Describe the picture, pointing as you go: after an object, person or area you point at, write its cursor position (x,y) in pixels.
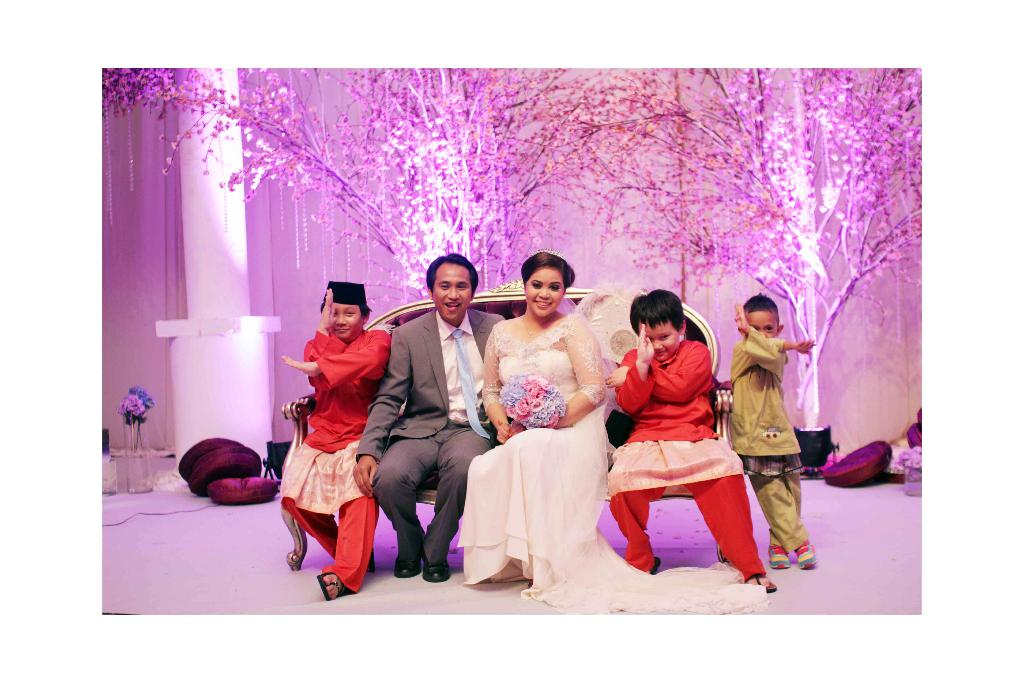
In the image there are four people (498,387) sitting on the chair (714,382) and beside them a kid (790,344) is standing by leaning towards the chair (729,382). In the background (526,126) there are some decorations (235,134) and lights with the trees (396,184).
